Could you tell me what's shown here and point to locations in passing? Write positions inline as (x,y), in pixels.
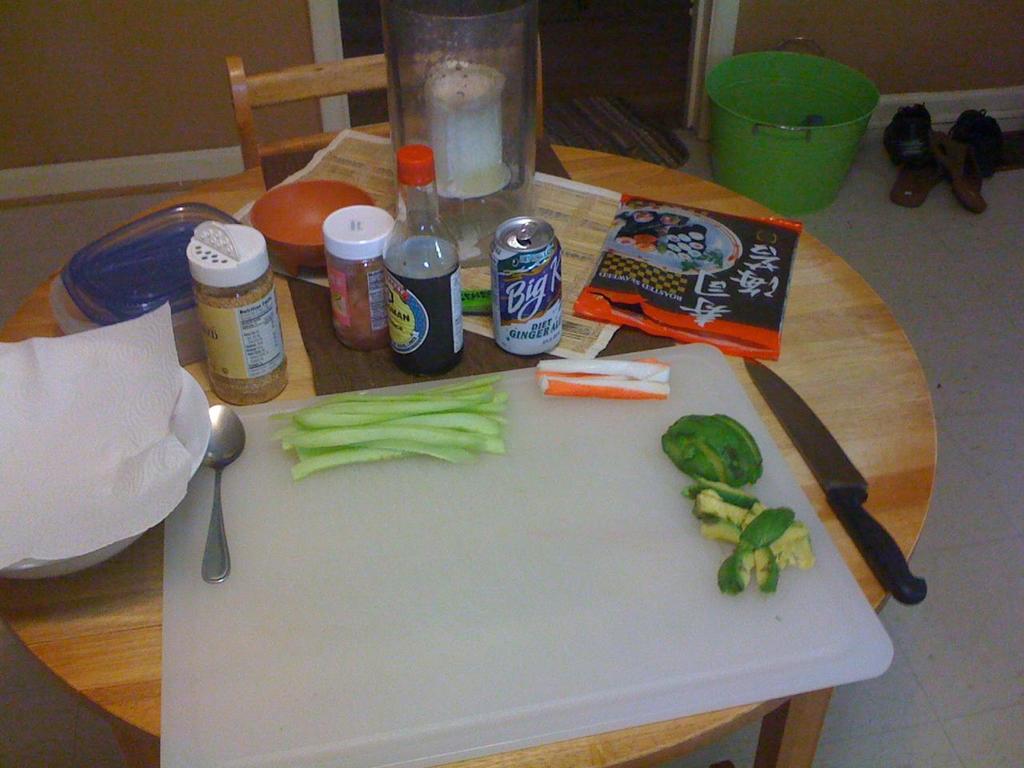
This is a table (816,307). I can see a paper (573,221), tin (514,278), bottles (230,293), box (170,300), bowls (69,558), a cutting board (325,649), spoon (213,538) and a knife (827,474). These are the vegetables (462,415), which are on the cutting board (608,555). I think this is a wooden chair (253,150). I can see a bucket (805,165). There are two pairs of footwear (931,162), which are on the floor (947,184). This looks like a doormat (639,135).
